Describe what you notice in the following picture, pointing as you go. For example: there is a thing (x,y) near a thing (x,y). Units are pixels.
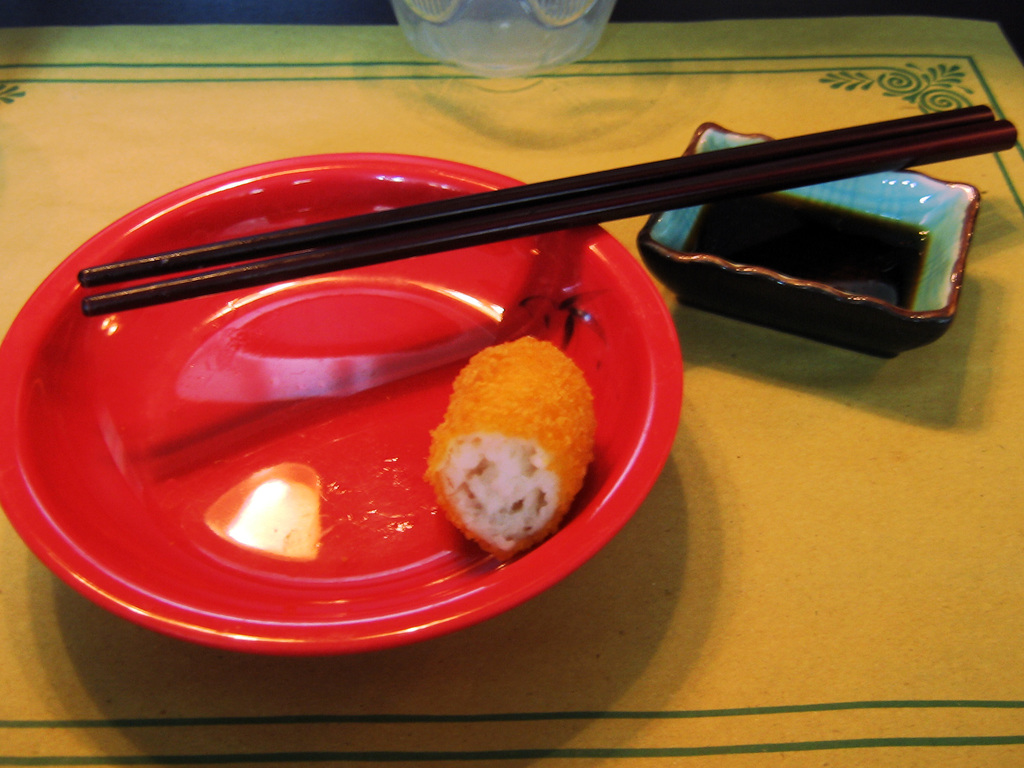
As we can see in the image there is a glass (556,48), bowl (737,266), plate (625,368) and chopstick (428,238).
